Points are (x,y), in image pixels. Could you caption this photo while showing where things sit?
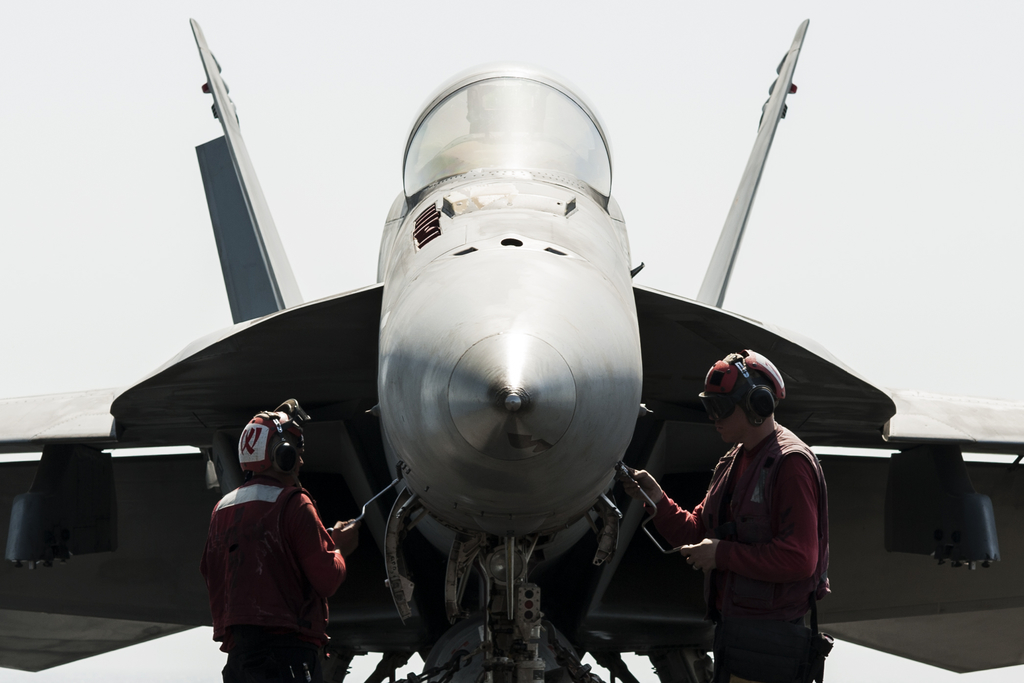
In this picture I can see two persons (796,611) standing and holding few objects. I can see an aircraft (832,461), and in the background (857,124) there is the sky (877,79).
